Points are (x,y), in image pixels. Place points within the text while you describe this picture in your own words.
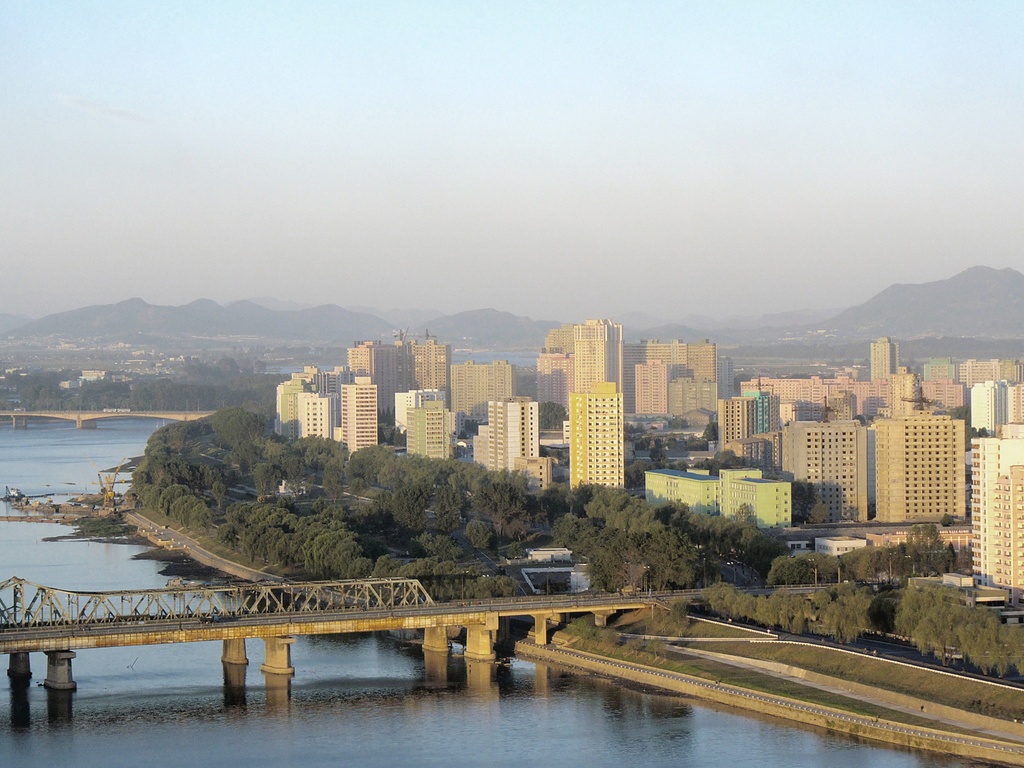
This is an outside view. At the bottom (235,741) there is a river (170,750) and I can see a bridge (47,624). On the right side (930,462) there are many buildings (442,449) and trees (371,457). In the background (273,310) there are few hills (239,320). At the top of the image (464,87) I can see the sky (417,92).
